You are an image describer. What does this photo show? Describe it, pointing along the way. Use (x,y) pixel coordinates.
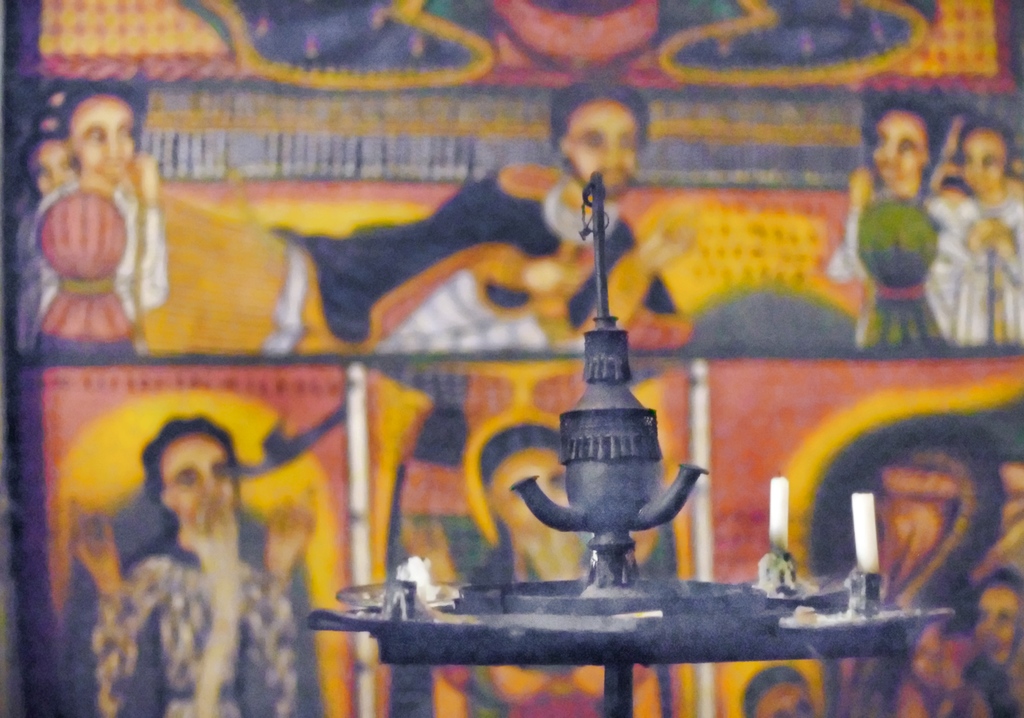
In front of the picture, we see a candle holder (649,470) on which the candles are placed. Behind that, we see a carpet (855,398) or a wall painting (549,287). It is in yellow, blue and pink color. We see the painting (403,293) of men (607,193) on the wall (607,193).
